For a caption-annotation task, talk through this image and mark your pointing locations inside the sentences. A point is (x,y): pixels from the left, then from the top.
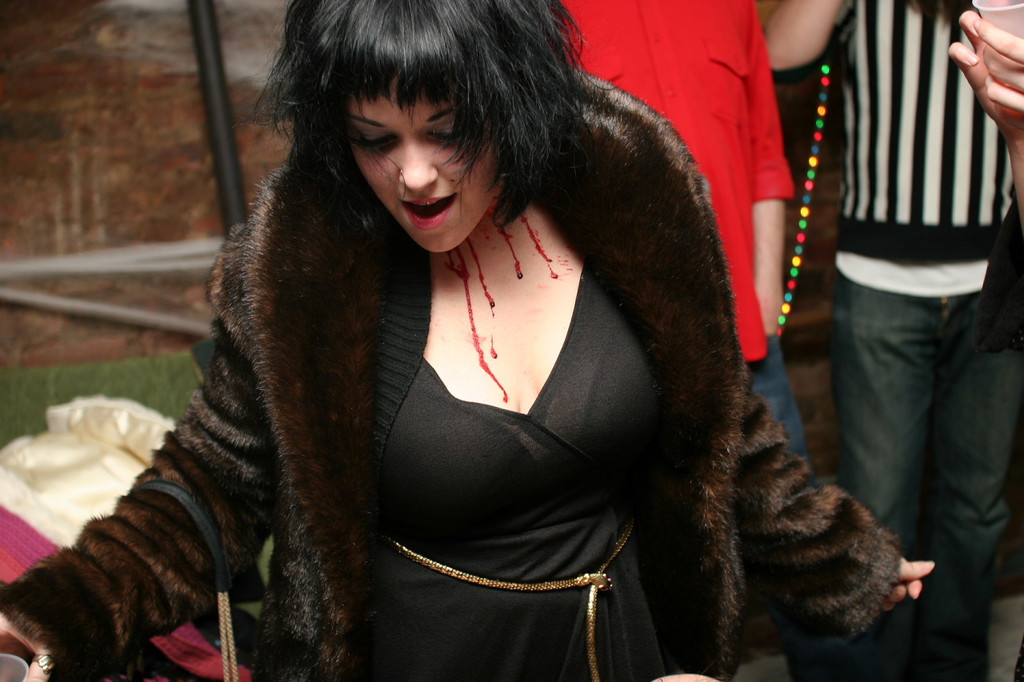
In the image there is a woman (522,448) in black dress (582,378) and coat (275,492) bleeding at her neck (500,237), at the back (605,60) there are few humans (892,174) standing.
